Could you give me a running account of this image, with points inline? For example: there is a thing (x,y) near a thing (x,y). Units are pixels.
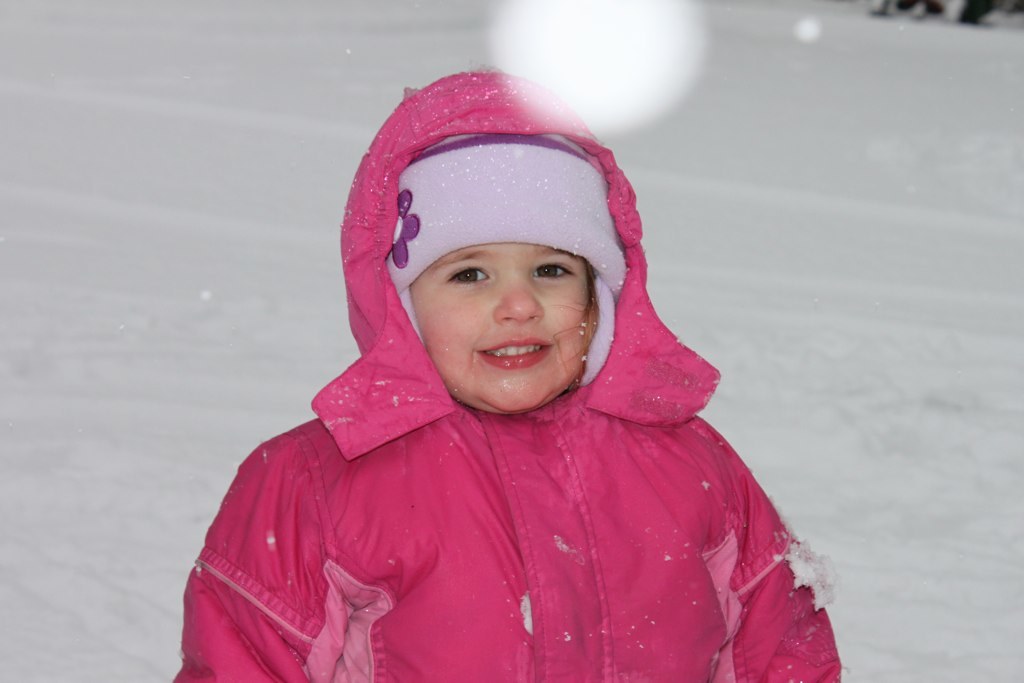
In this image I can see there is a girl (473,509) standing, she is wearing a pink color coat (473,509) and there is some snow (259,290) on the floor (223,206) and in the backdrop (665,268).
